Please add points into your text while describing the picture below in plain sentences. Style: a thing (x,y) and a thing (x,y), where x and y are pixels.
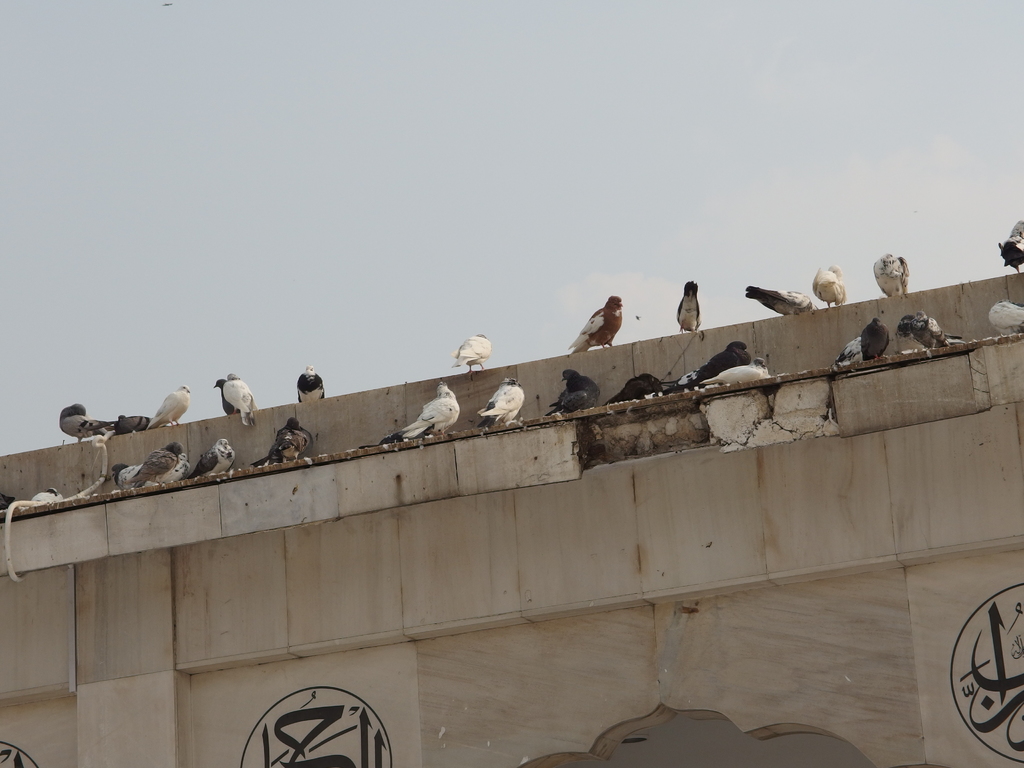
In this image I can see few pigeons (138,478) on a wall (341,468). At the bottom (1006,675) there are some paintings (962,707) on the wall (513,563). At the top of the image (362,215) I can see the sky (267,233).
